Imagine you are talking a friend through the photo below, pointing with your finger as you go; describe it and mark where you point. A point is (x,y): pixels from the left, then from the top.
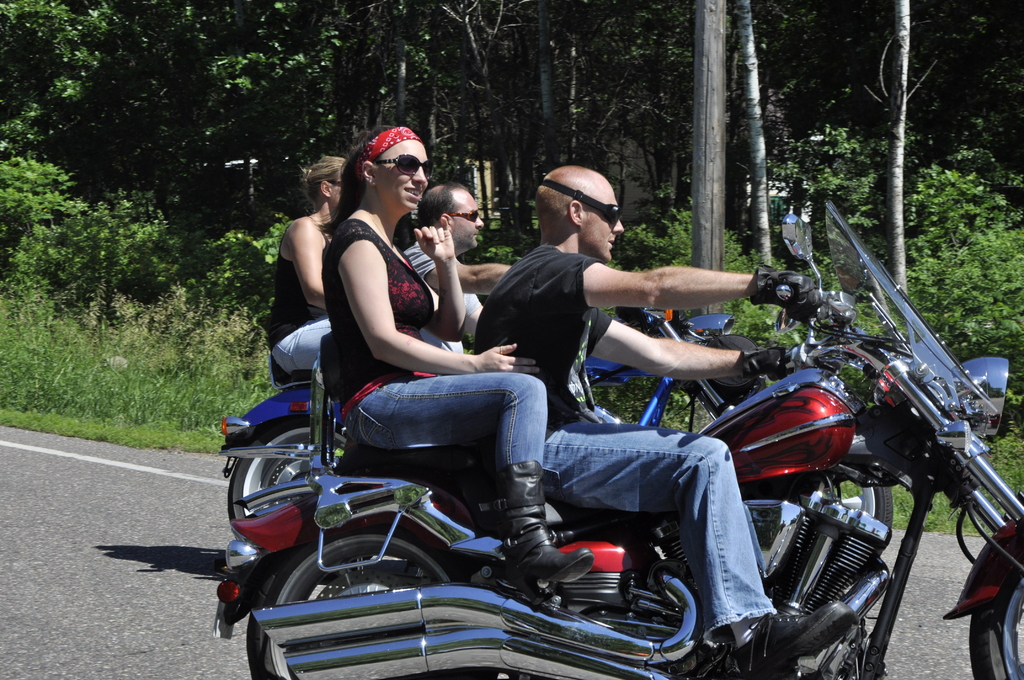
there are 2 bikes (342,518) on which 2 people (481,312) are seated on each bike (816,497) on the road (111,564). behind them there are trees (453,130).
